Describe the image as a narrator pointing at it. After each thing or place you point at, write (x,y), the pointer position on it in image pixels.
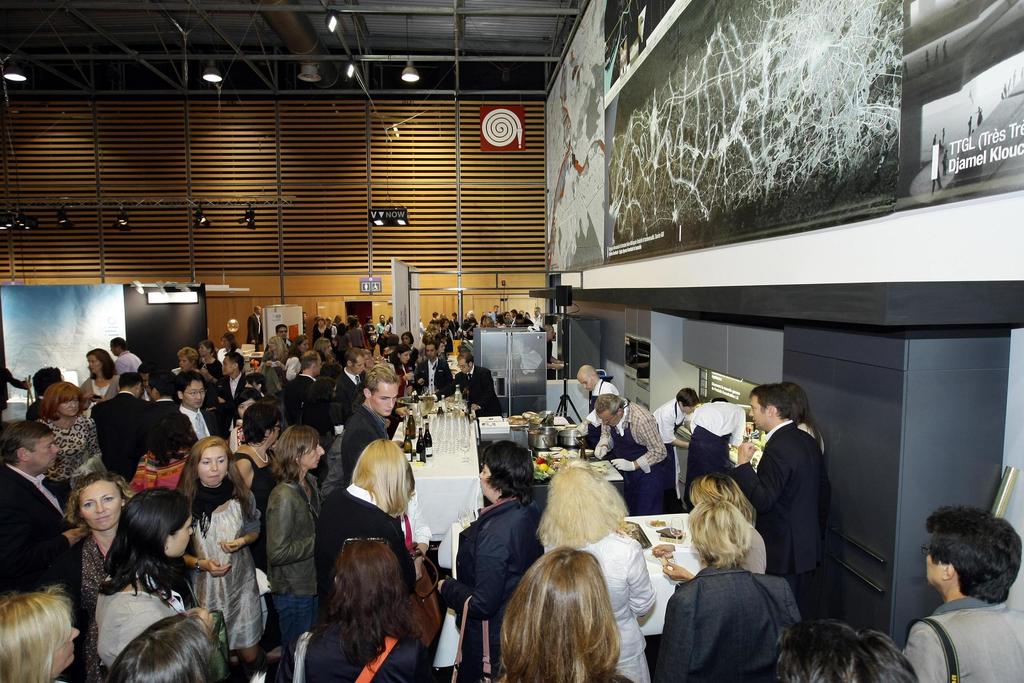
In the foreground (339,616) I can see a crowd (272,412) on the floor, tables (673,588) on which bottles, utensils (565,443) and food items (577,455) are there. In the background (174,313) I can see a wall (202,300), door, board (699,210), metal rods (259,71) and lights (405,78). This image is taken may be in a hall (422,71).
